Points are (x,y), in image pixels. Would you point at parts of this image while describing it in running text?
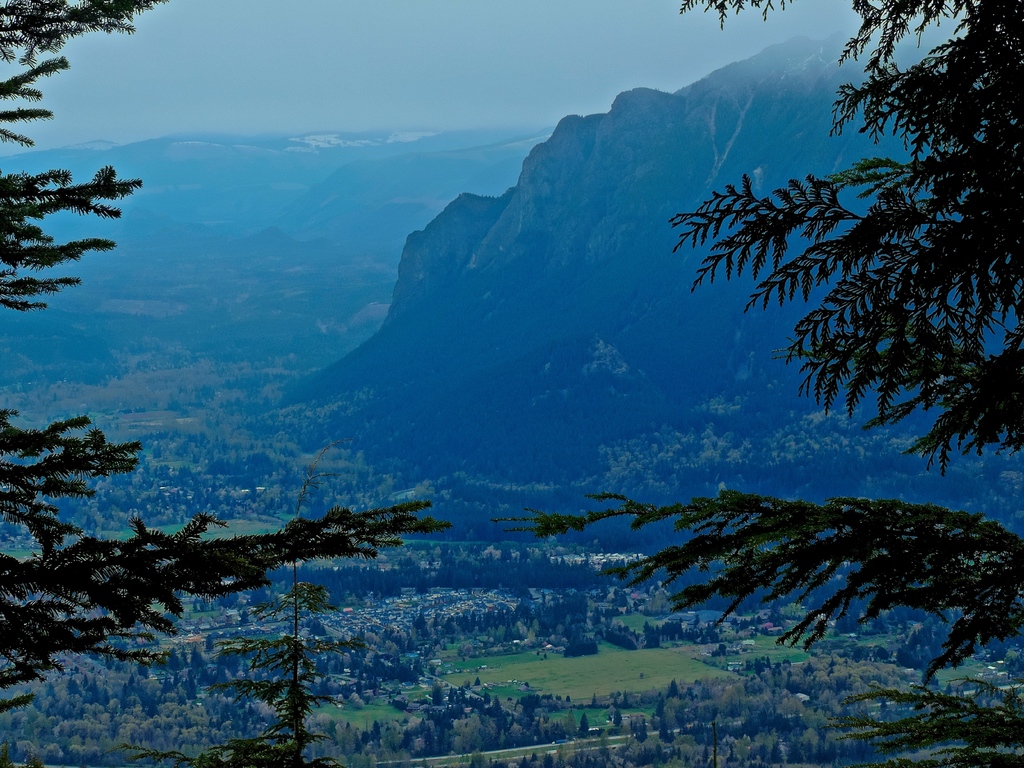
In this image I can see number of trees (834,729) in the front (948,720) and in the background (476,403). I can also see mountains (497,282) in the background (138,154).
